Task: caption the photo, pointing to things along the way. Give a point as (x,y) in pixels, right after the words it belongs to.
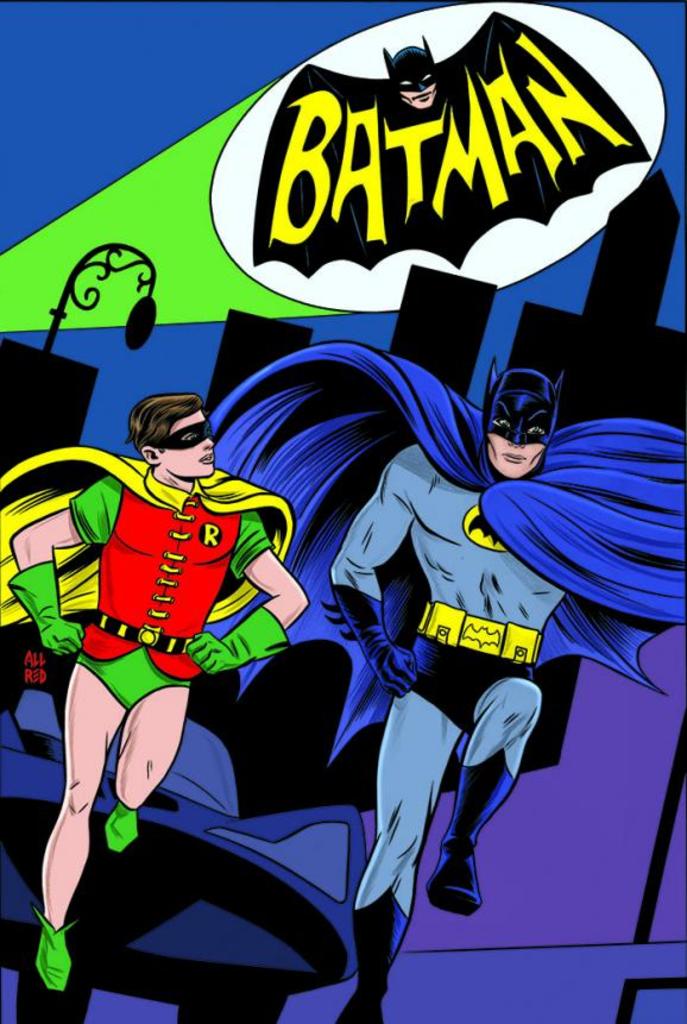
This picture contains the cartoon (351,507) of the men (308,518) who are wearing blue and red dresses (363,619). At the top of the picture (394,143), it is written as "BATMAN". In the background (11,101), it is blue in color.
